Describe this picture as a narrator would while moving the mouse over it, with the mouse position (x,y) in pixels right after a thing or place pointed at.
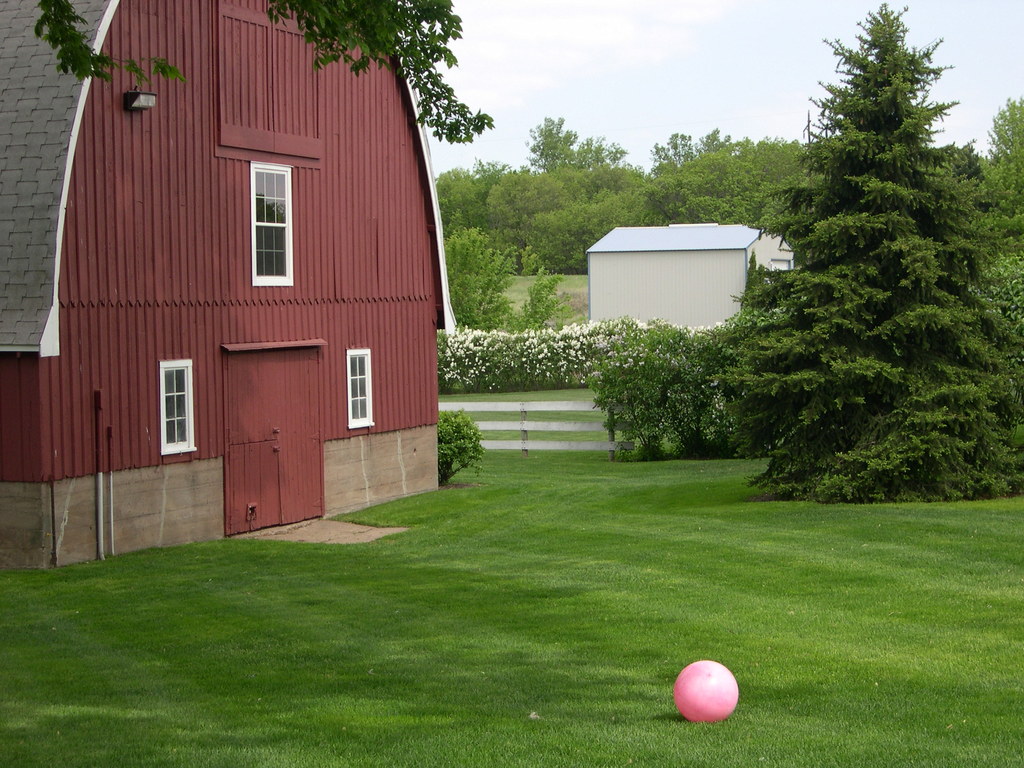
On the left side of the image (219,176) there is a wooden house (360,252), in front of the house (159,318) there is a ball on the grass surface (742,625). In the background of the image (823,319) there are trees (801,381), wooden fence (571,424), flowers (542,343) on plants (491,389) and a wooden house (603,240). At the top of the image (752,51) there are clouds (720,114) in the sky (758,136).
